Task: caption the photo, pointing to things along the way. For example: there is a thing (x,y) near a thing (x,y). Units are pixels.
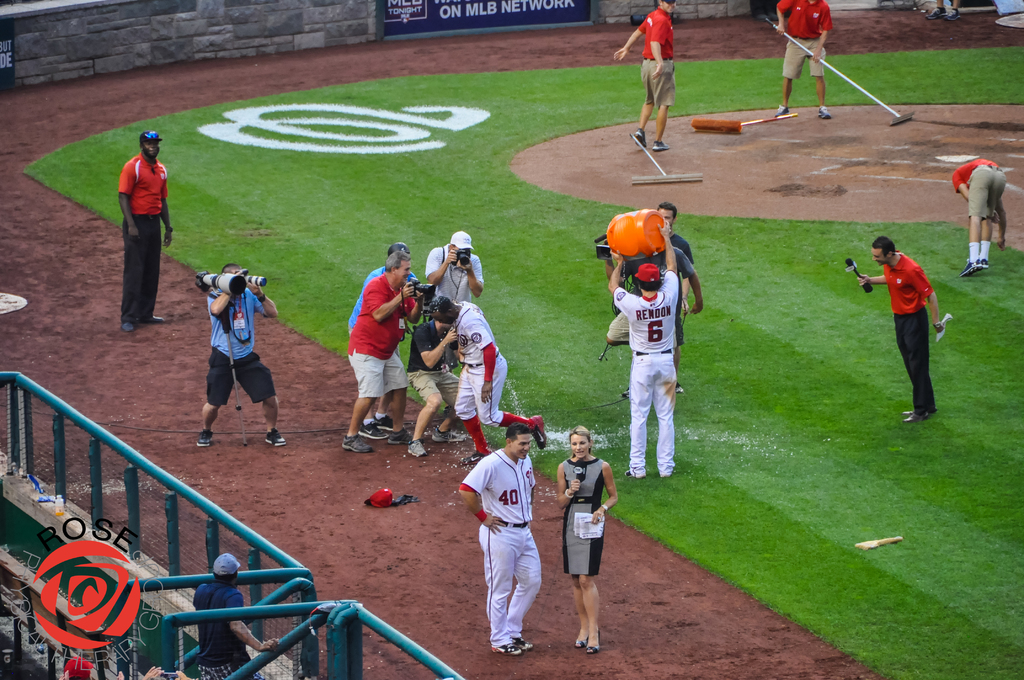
In this image I see number of people (144,247) in which these 3 of them (462,236) are holding cameras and these 2 persons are holding mics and I see the ground (61,138) on which there is green grass (346,156) and I see white lines (456,112) over here and I see the fencing (257,545) over here and I see boards (397,20) on which there are words (510,13) written and I see this man (807,25) is holding a thing (820,61) in his hand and I see the similar things (787,115) over here.
